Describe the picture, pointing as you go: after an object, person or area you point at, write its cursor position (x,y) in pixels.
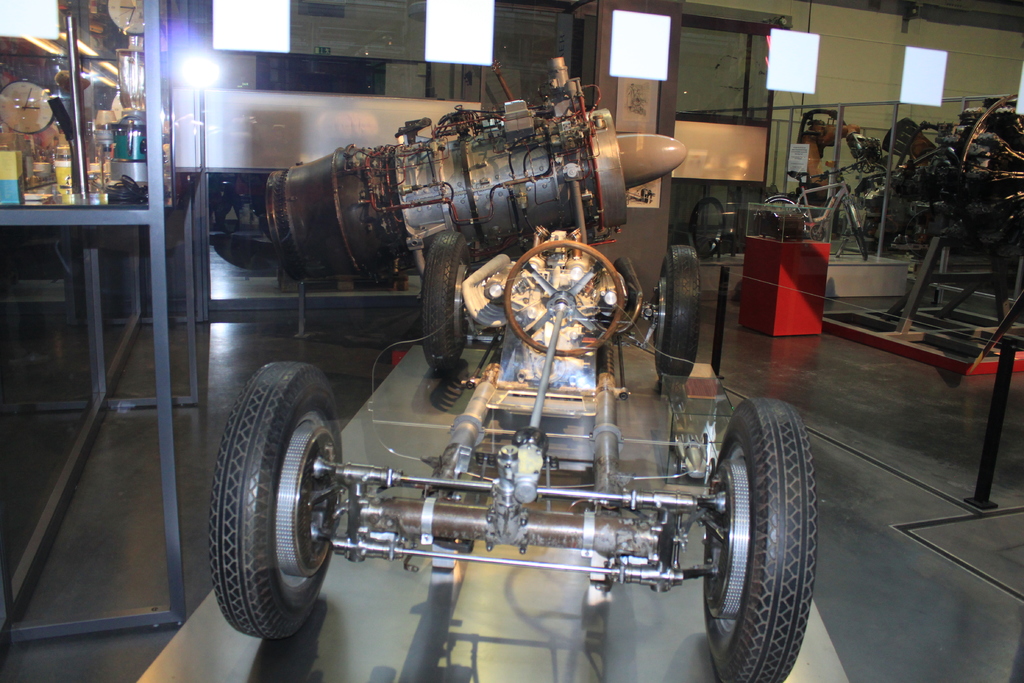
In the foreground of the picture (662,412) there is a table (370,415), on the table (701,680) there is a machine (578,257). On the right (915,215) there are different machines (903,143). On the left (103,132) in the closet (87,162) there are few machines (109,119). In the background (393,42) there are glasses (419,59) and other object (800,55).
